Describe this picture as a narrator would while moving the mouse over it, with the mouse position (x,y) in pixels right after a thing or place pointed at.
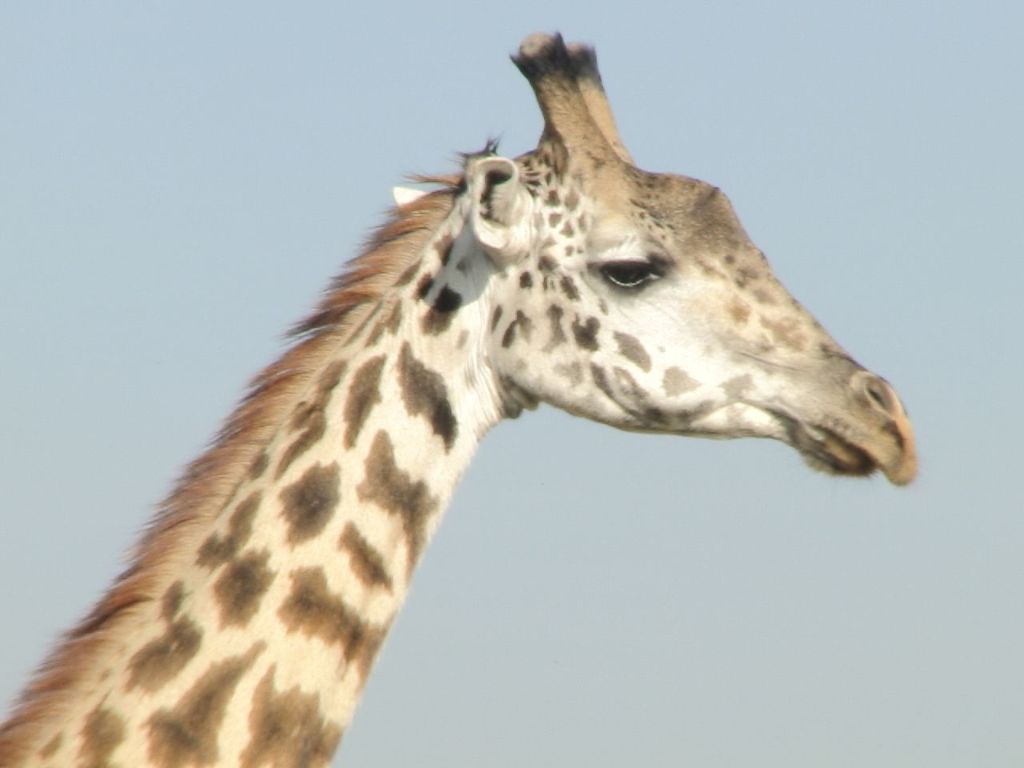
In this image in front (534,350) there is a giraffe (503,338). In the background of the image (321,289) there is sky (178,233).
